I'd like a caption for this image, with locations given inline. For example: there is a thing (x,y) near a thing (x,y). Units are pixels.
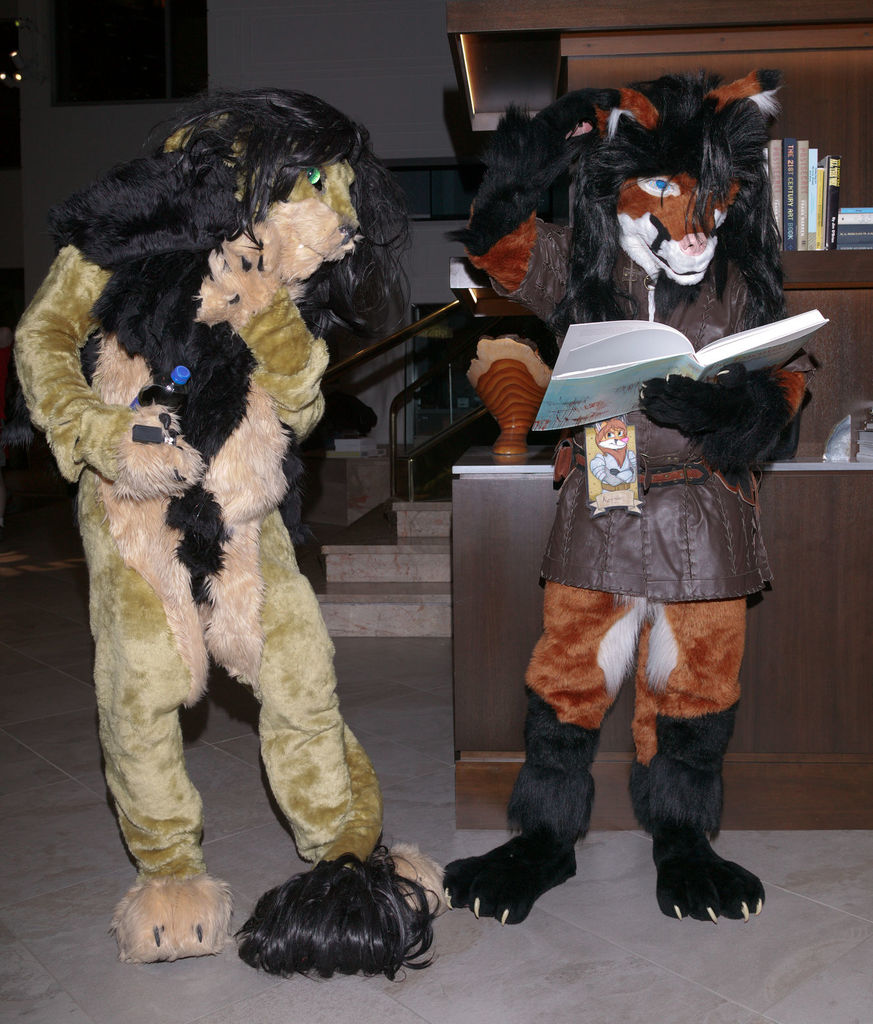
In this image on the right (671,410), there is a person (712,500) in costume (712,500). It is holding a book (609,413). On the left (219,409) there is a person (137,694) in costume (219,357), it is holding a bottle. In the background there are books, staircase (420,448) and wall (362,62).
